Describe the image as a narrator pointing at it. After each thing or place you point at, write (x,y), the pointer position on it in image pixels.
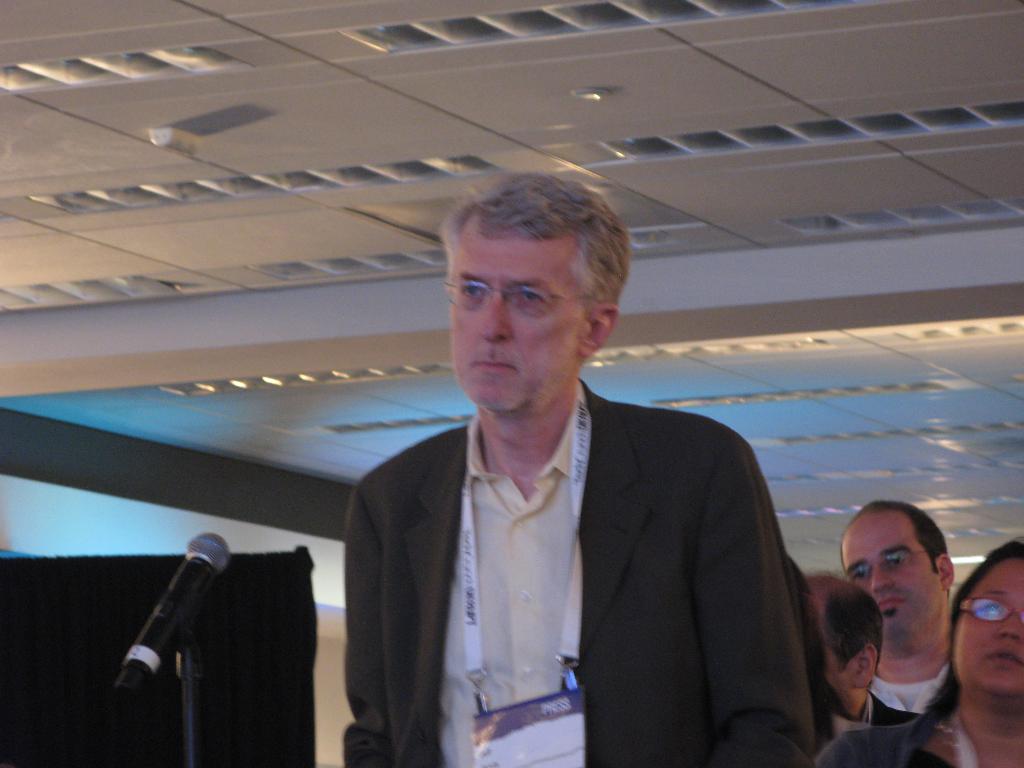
In this image there is a person (589,521). In front of him there is a mike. Behind him there are a few other people (937,662). On the left side of the image (100,653) there is a black color cloth (241,670). On top of the image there is a light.
